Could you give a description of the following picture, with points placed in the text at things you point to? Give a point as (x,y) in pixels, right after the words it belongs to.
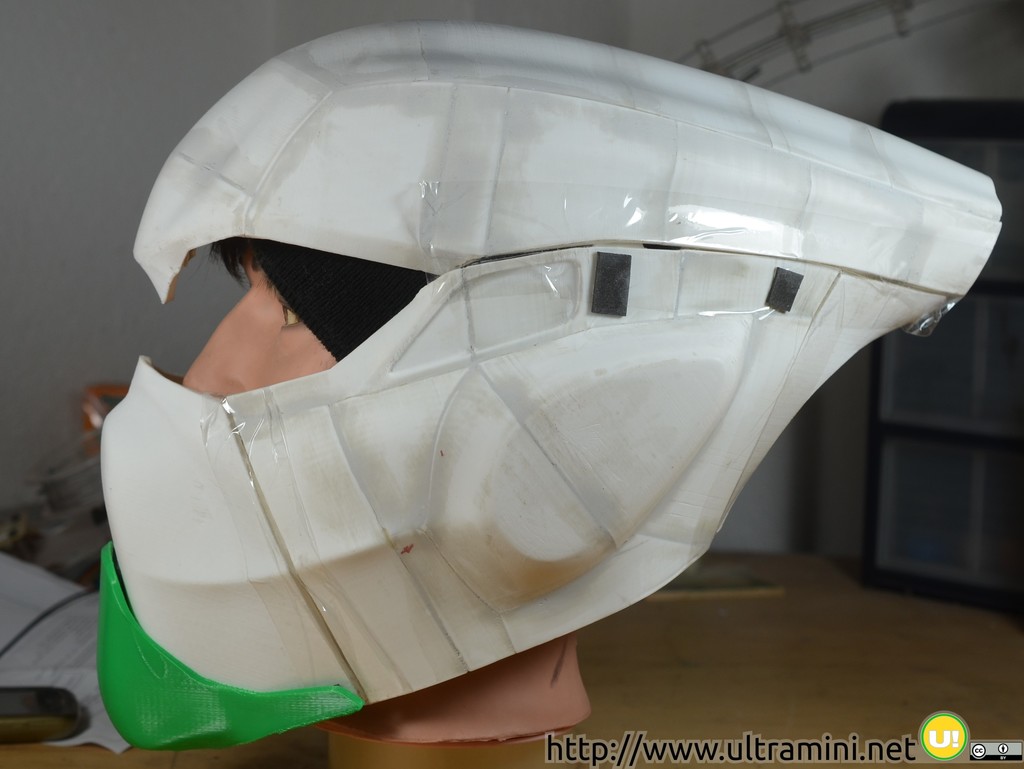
In this picture there is a model of human face (404,297) under a helmet (592,253).
